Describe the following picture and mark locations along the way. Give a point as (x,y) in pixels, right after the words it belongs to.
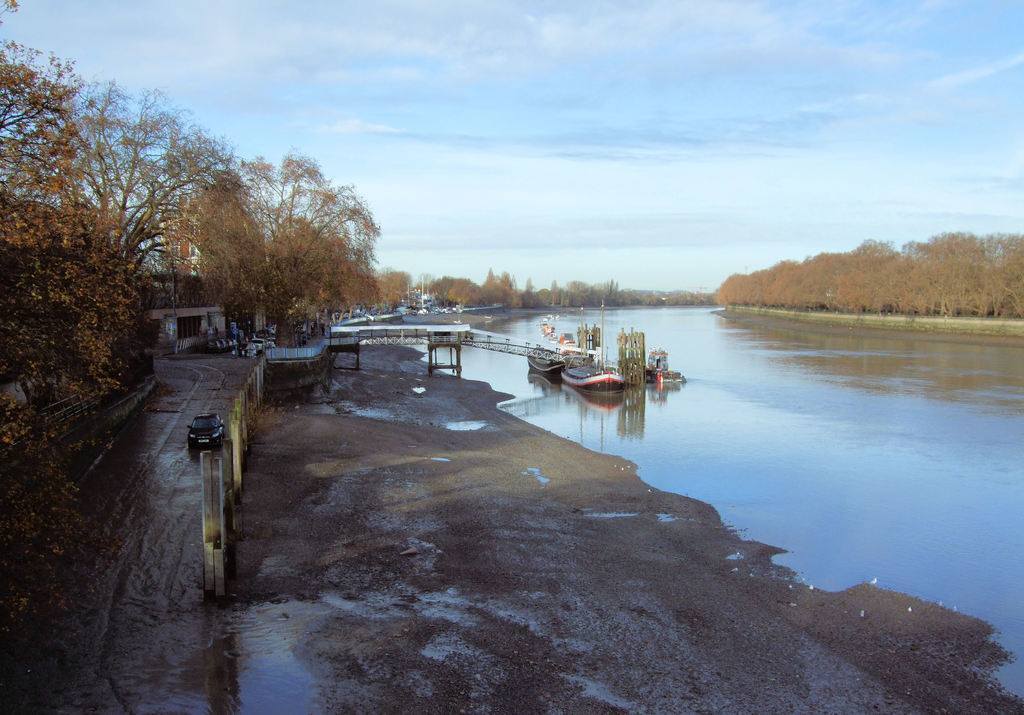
Vehicle (190,427) is on the road (175,441). Here we can see boats (581,372), water (876,419), trees (204,242) and building (193,312). Sky (437,130) is cloudy.
